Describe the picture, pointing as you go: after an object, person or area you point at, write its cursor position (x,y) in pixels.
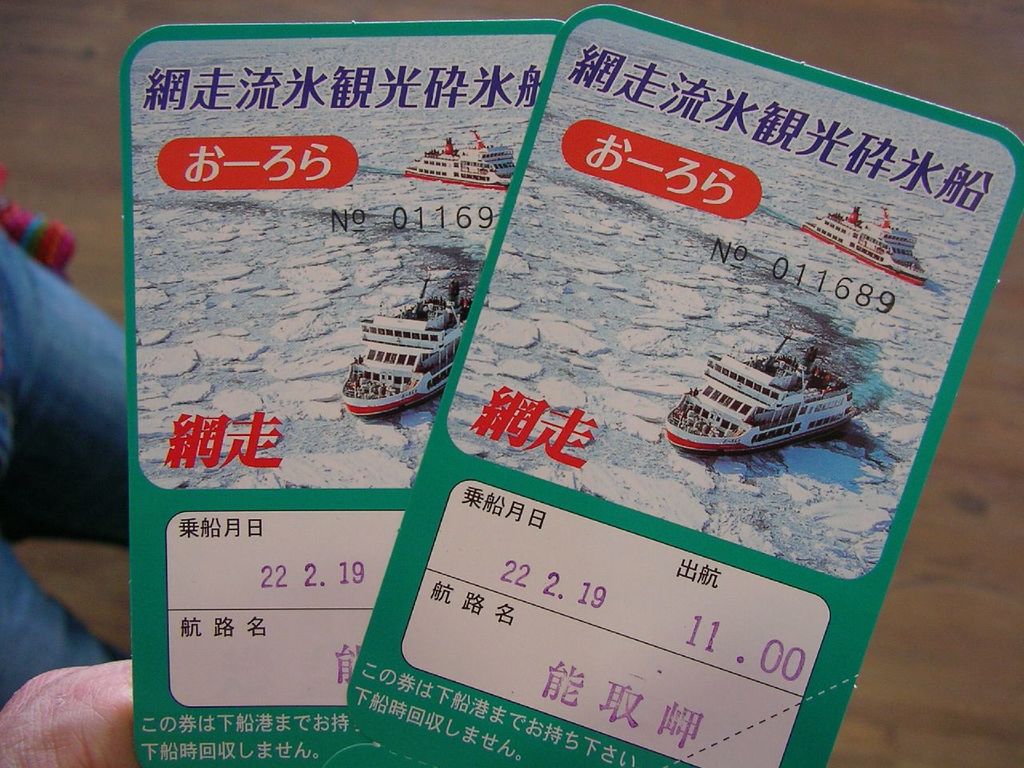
In this image there is a person (119,738) holding the two tickets (555,488). At the bottom of the image (944,615) there is a floor (980,660).
